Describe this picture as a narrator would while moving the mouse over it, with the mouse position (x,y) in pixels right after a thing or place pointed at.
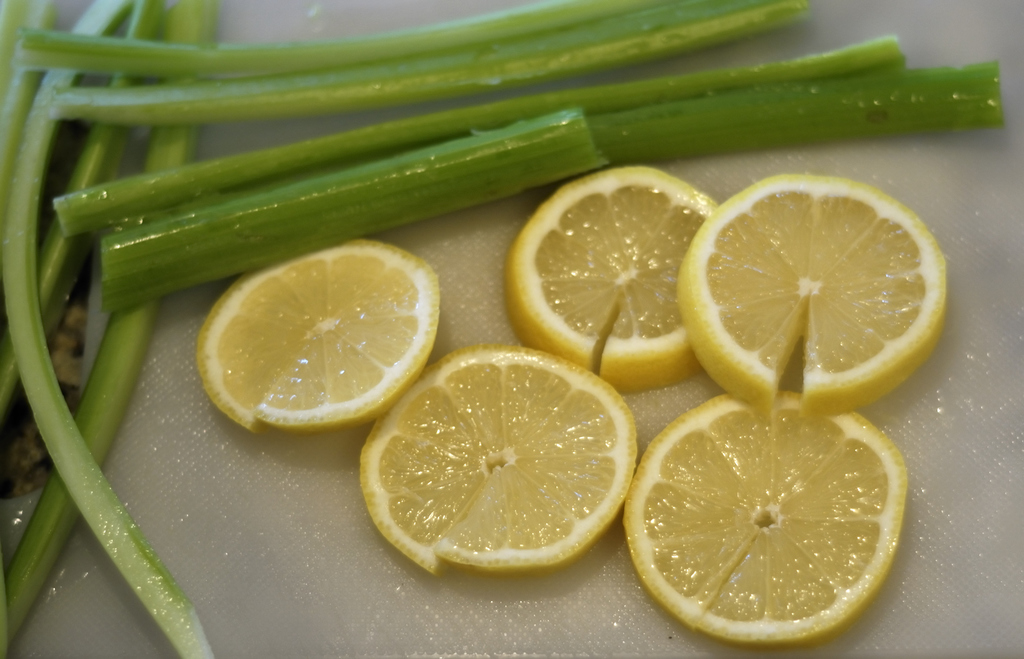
In the image we can see a plate (968,329), in the plate (1008,553) there are some lemons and some stems (43,540).
